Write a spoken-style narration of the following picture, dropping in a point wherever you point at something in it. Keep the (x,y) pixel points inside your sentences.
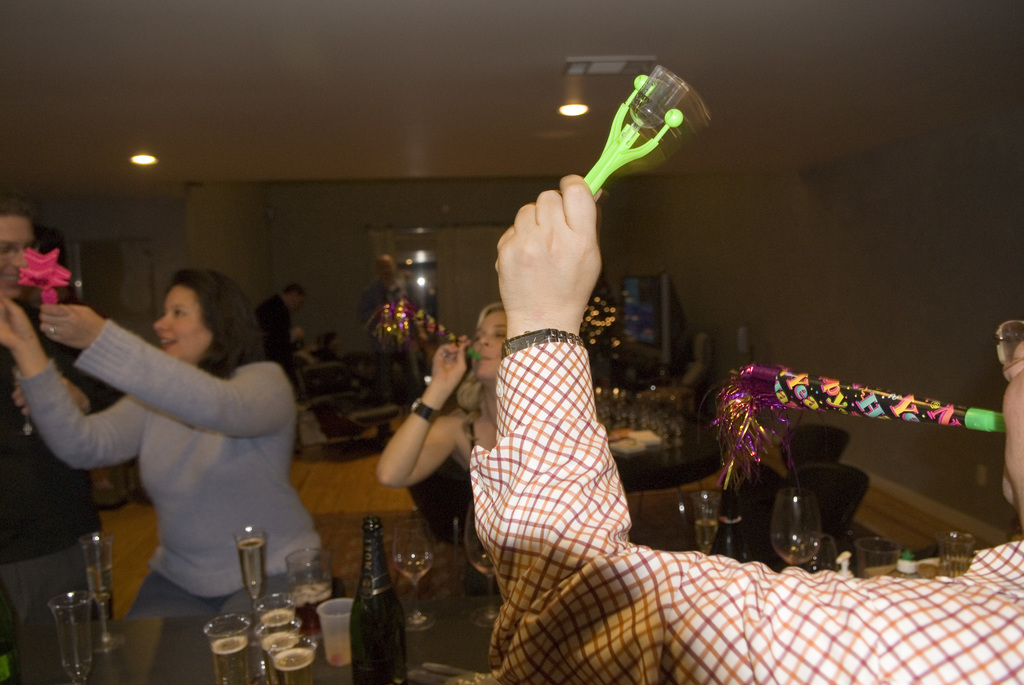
In this picture there are people (152,372) holding objects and we can see bottles (369,647) and glasses (228,672) on the table (479,637). In the background of the image (336,249) there are two persons (276,309) and we can see wall (303,267), lights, chairs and television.
